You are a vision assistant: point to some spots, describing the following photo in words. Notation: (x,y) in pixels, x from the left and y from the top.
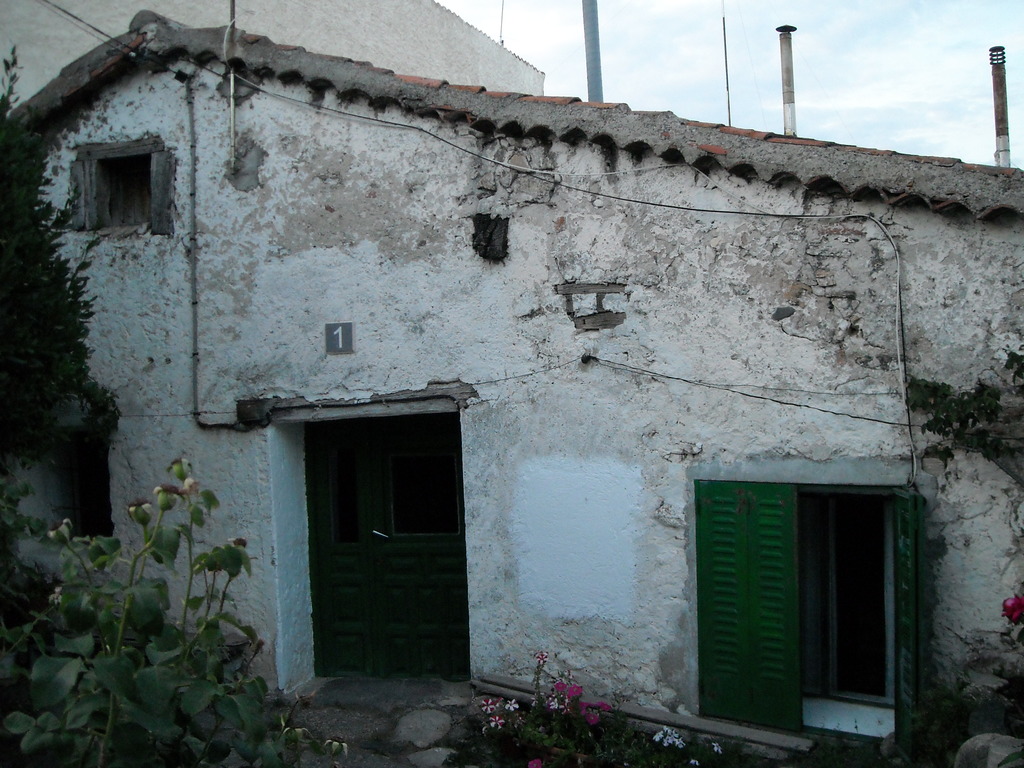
In this image I can see a white colour building (387,326), a green colour door (395,521), flowers (669,730), a tree (119,415) and the sky (709,118) in the background (908,88). I can also see few wires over here.
